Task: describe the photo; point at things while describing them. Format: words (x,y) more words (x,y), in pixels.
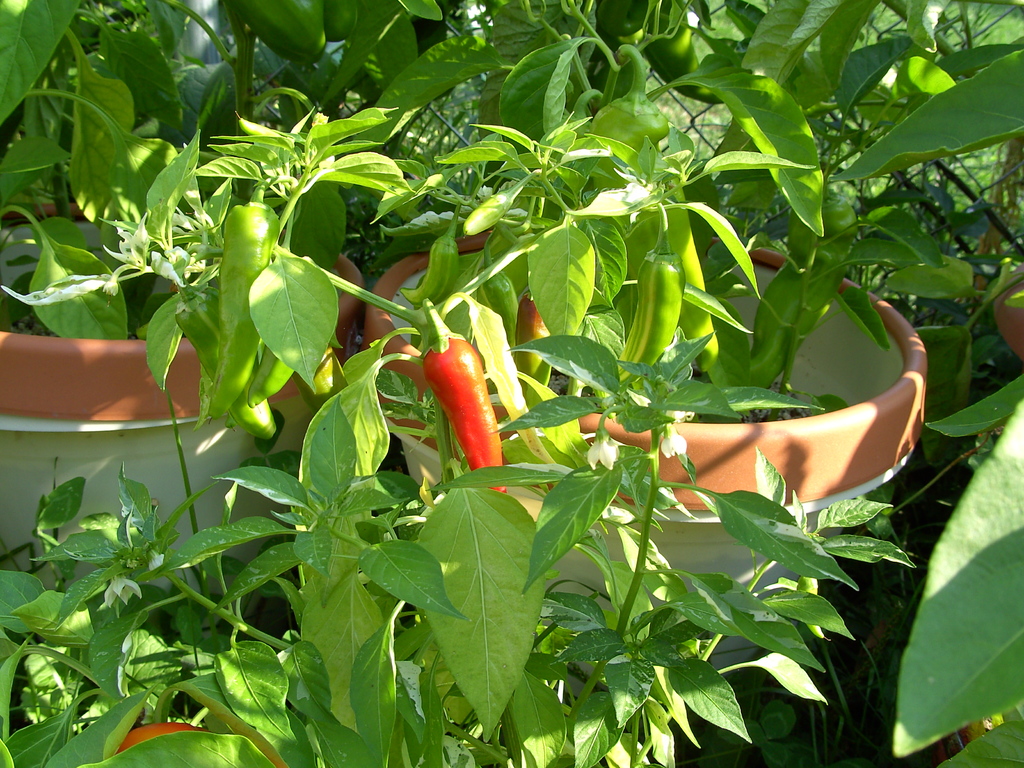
In this image, I can see chili's (479,366) to the plants (521,388), which are in the flower pots (863,479).
